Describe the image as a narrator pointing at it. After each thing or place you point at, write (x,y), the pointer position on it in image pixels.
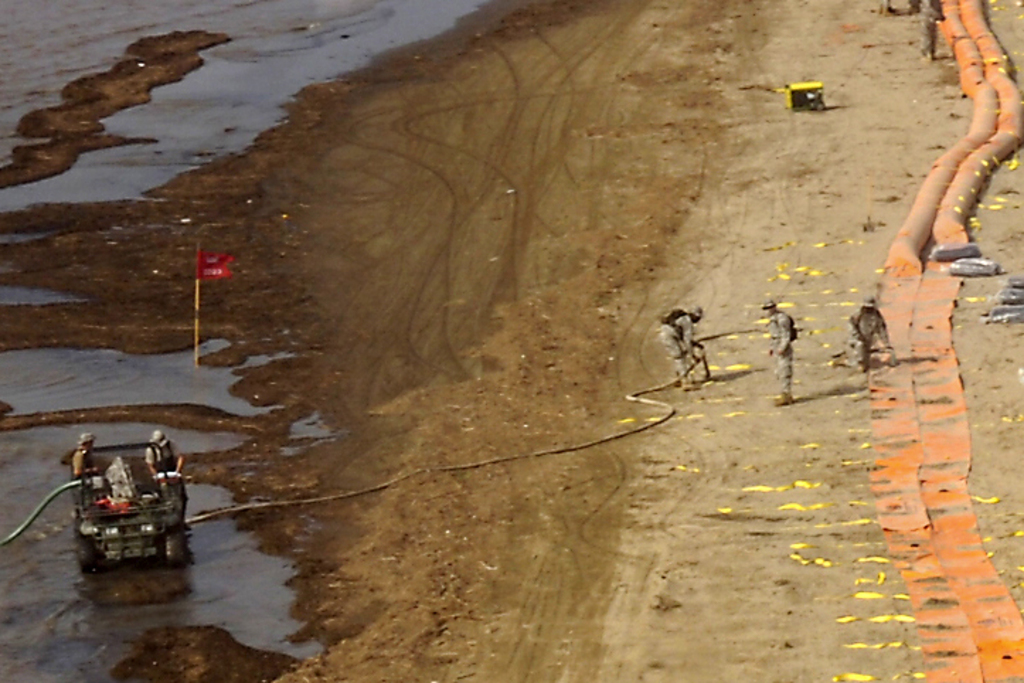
In this image we can see some army people (678,361) are standing on the land (579,269). Right side of the image (928,447), orange color pipes (968,184) are there. Bottom of the image (146,531), one vehicle (127,517) is present. Two men (81,461) are there in the vehicle (150,506) and one pipe (238,505) is attached to the vehicle (172,510). On the land (189,290), one red color flag (202,270) is there. We can see water (243,67) also.
